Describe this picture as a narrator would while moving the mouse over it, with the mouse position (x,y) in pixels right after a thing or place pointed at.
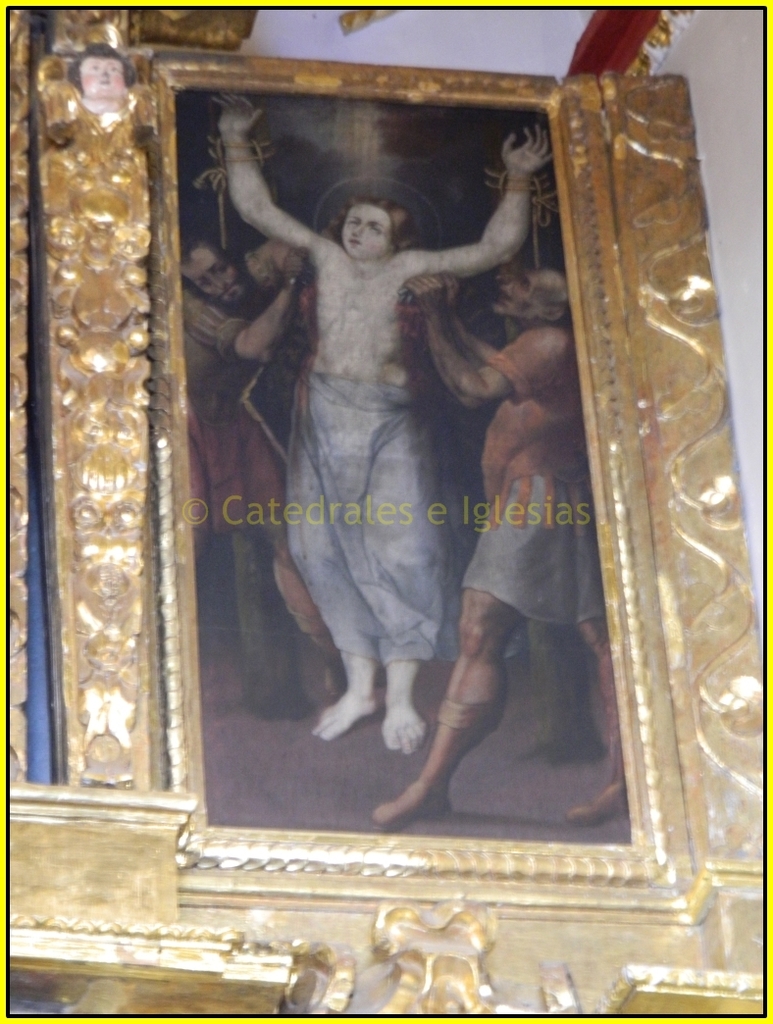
In this image we can see the photo frame (559,444) covered with golden frame (51,169). Here we can see the watermark (321,515) on the center of the image (331,506).
